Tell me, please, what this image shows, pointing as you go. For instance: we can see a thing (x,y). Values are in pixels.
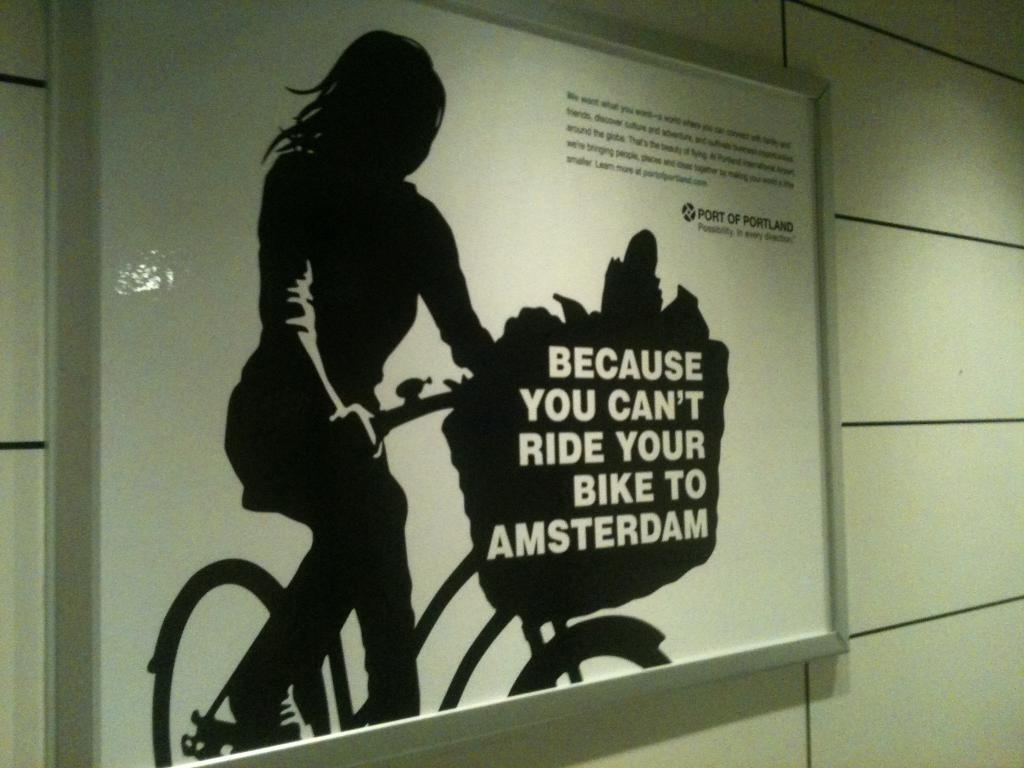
In this image in the center (593,403) there is one board (468,466), on the board (522,484) there is text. And one girl (352,134) is sitting on a cycle (599,422), and in the background (933,394) there is wall (905,684).
